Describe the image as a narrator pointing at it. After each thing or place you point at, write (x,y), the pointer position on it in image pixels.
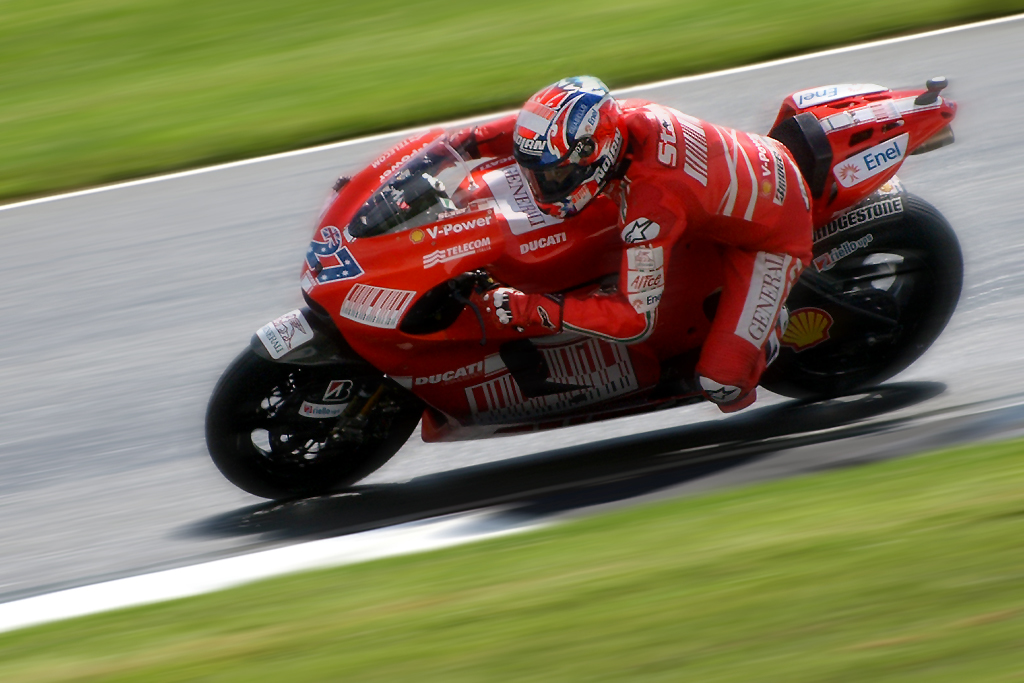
As we can see in the image there is grass (337,42) and a person (731,292) riding motorcycle (307,325).
